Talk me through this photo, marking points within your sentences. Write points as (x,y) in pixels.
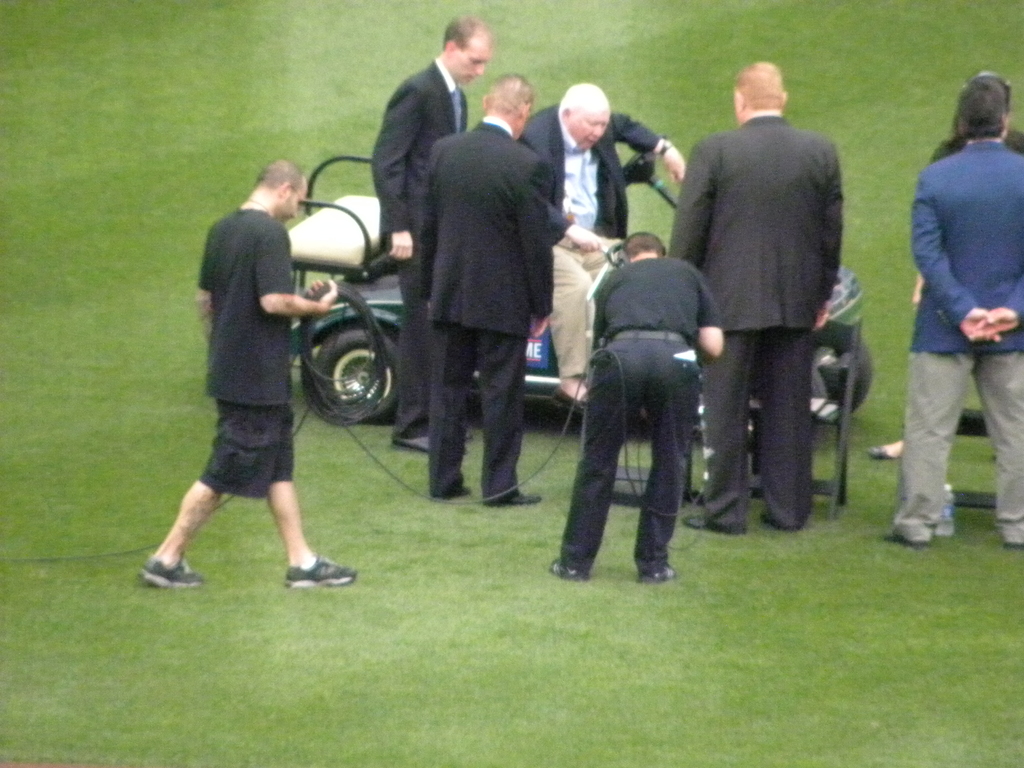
It is a garden (564,462), a man (595,98) is sitting on a vehicle (398,300) around him there are few other people (1021,388) standing, the person (578,170) who is sitting on the vehicle (325,206) is wearing a black coat (620,126).
